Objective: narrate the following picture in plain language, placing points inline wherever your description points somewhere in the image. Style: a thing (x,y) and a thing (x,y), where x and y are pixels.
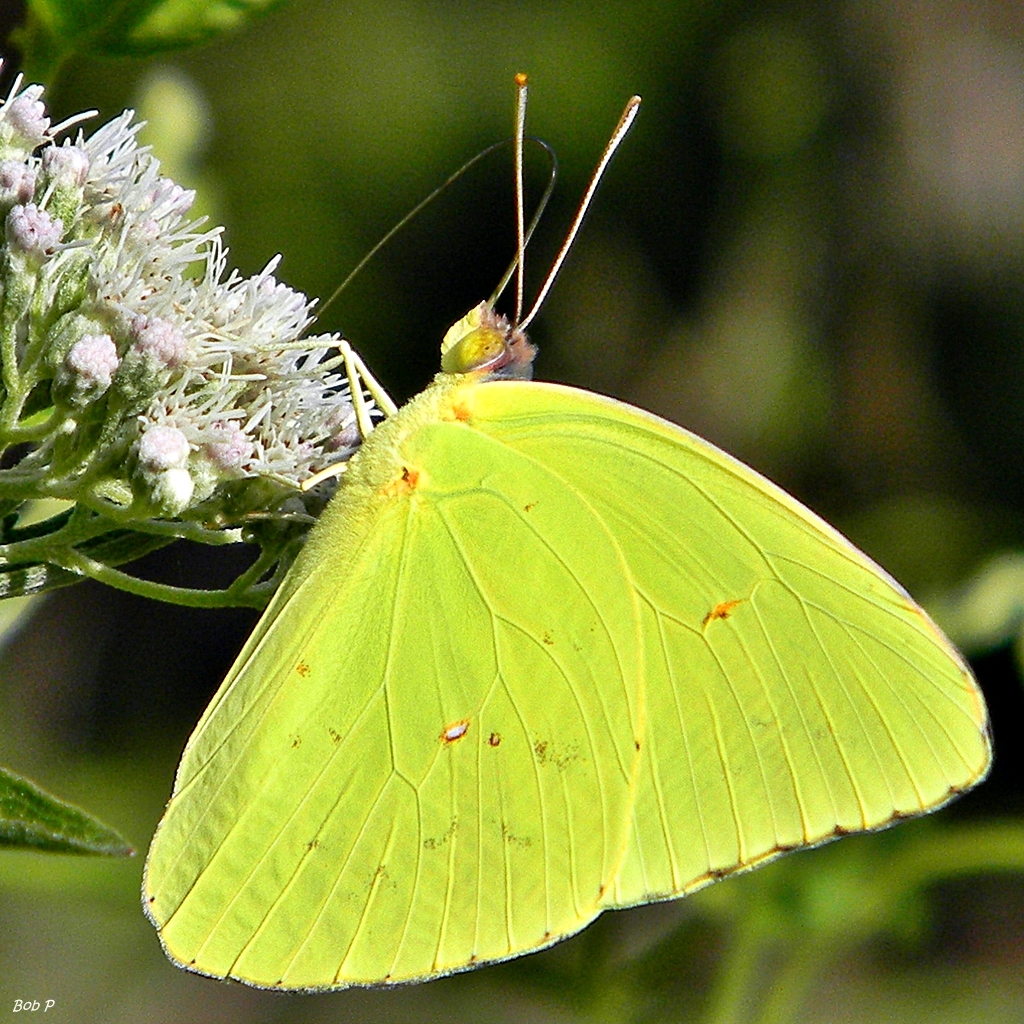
This picture shows a butterfly (590,410) on the flower (16,148). The butterfly (229,670) is green in color.
